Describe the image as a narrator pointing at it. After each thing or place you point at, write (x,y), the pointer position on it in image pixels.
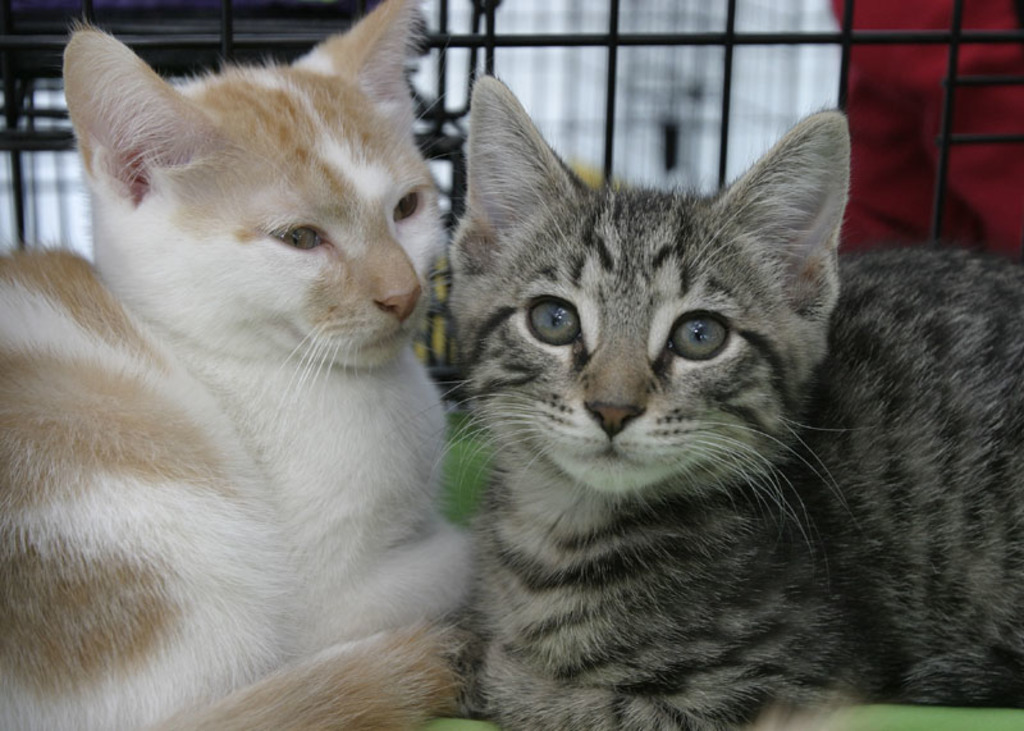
In this picture we can see two cats (427,491) on a green surface (959,725) and in the background (342,27) we can see rods (480,15) and it is blurry.
